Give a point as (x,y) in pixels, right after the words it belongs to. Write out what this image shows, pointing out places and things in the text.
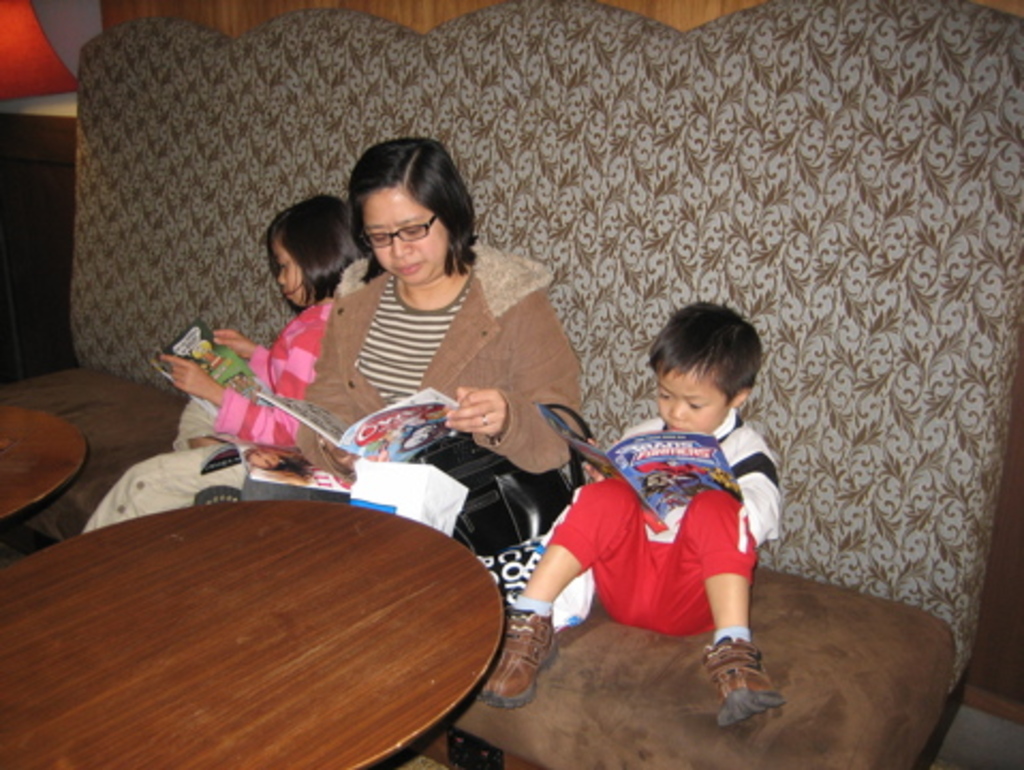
In this image I can see few people (118,494) are sitting. I can also see all of them are holding books (189,341).
